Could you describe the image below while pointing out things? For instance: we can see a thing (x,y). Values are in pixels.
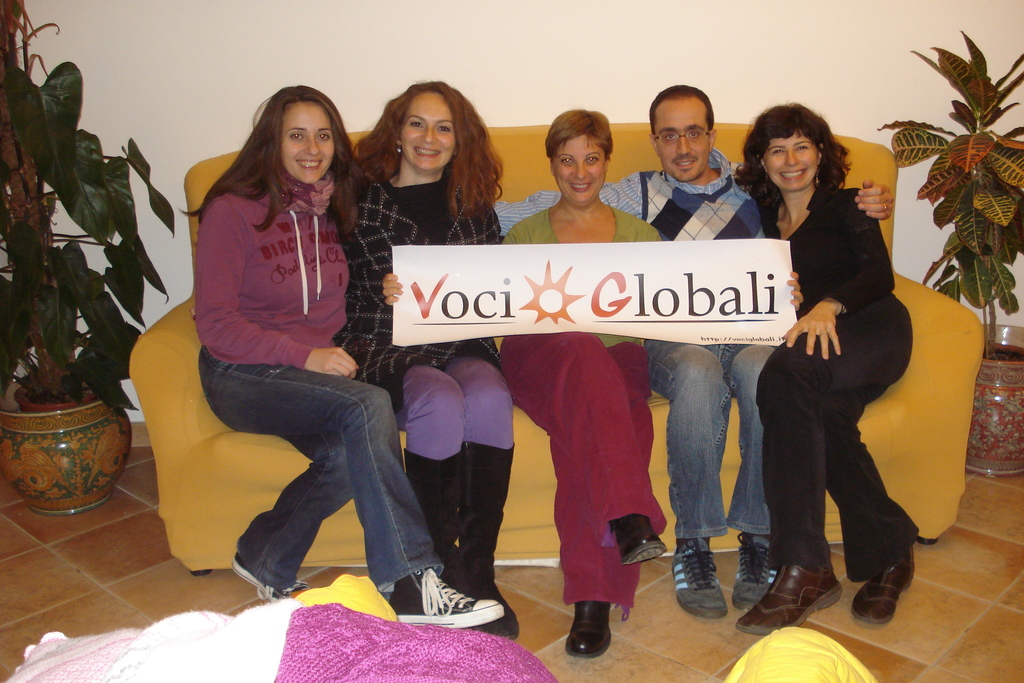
In the center of the image (406,240) we can see some people (609,384) are sitting on a couch (971,351) and smiling and a lady (622,225) is holding a board (561,302). In the background of the image (403,8) we can see the wall (676,47), plants (124,205), pots (18,460). At the bottom of the image (341,666) we can see the floor (648,668) and clothes (419,655).
